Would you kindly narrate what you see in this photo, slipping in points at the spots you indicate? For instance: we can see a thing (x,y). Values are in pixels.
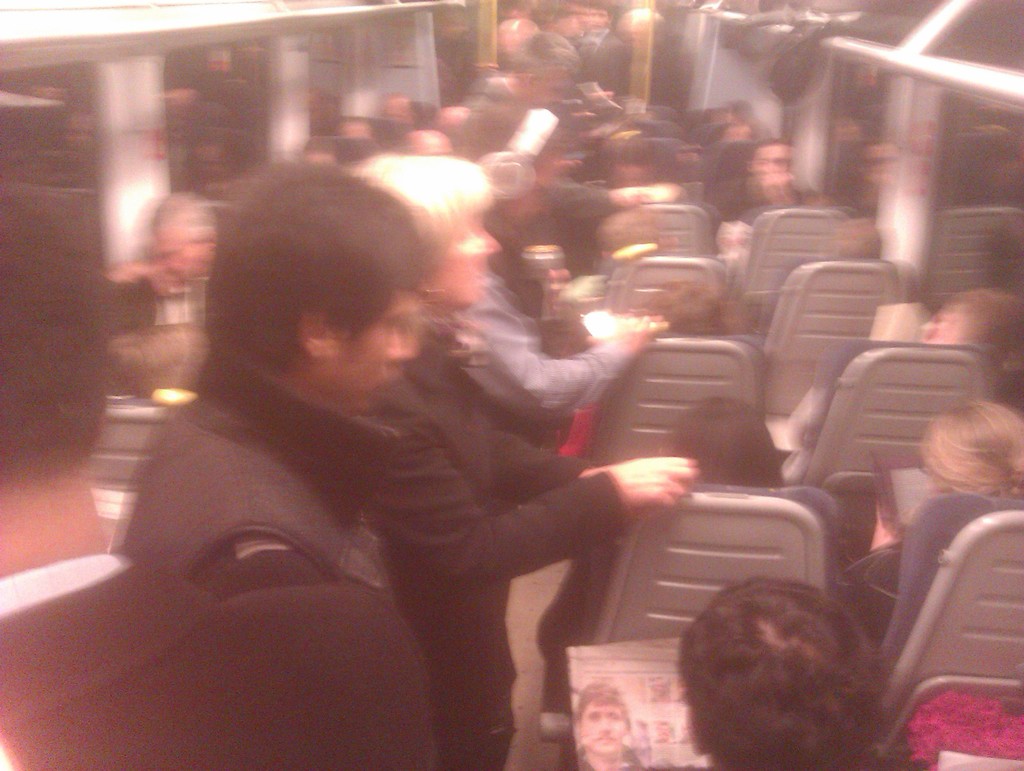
In this image I can see few people (435,642) are standing and few people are sitting on the seats (827,219). They are wearing different color dress (803,432) and I can see the inner part of the vehicle (873,7).
